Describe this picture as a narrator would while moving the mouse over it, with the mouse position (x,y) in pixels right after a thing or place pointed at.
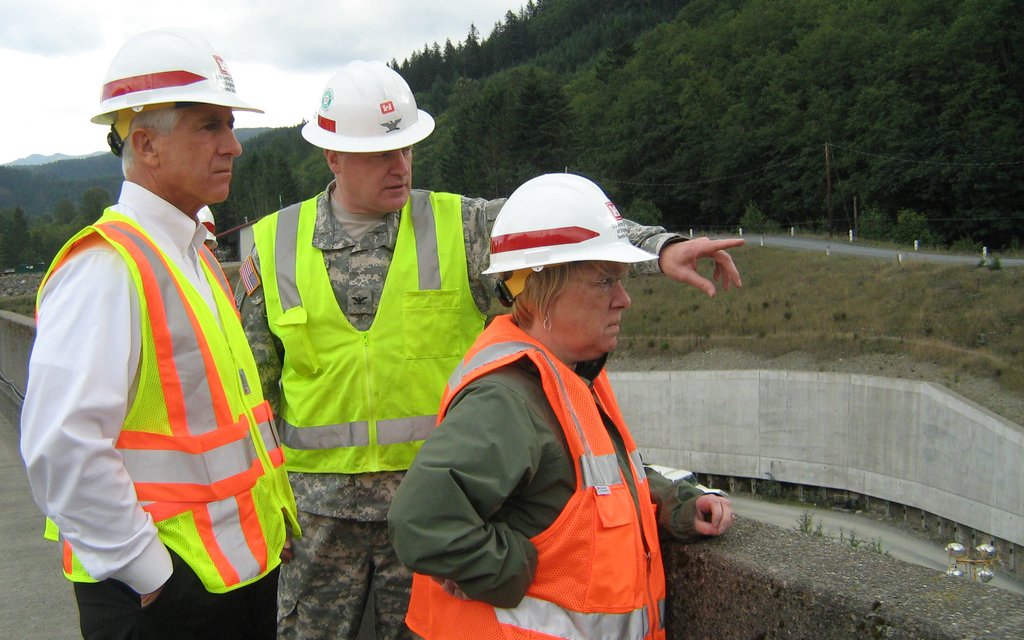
In this image we can see three persons (355,413) standing and wearing helmets (527,201), there are some trees (738,139), plants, grass (797,266), poles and mountains (665,1), in the background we can see the sky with clouds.
